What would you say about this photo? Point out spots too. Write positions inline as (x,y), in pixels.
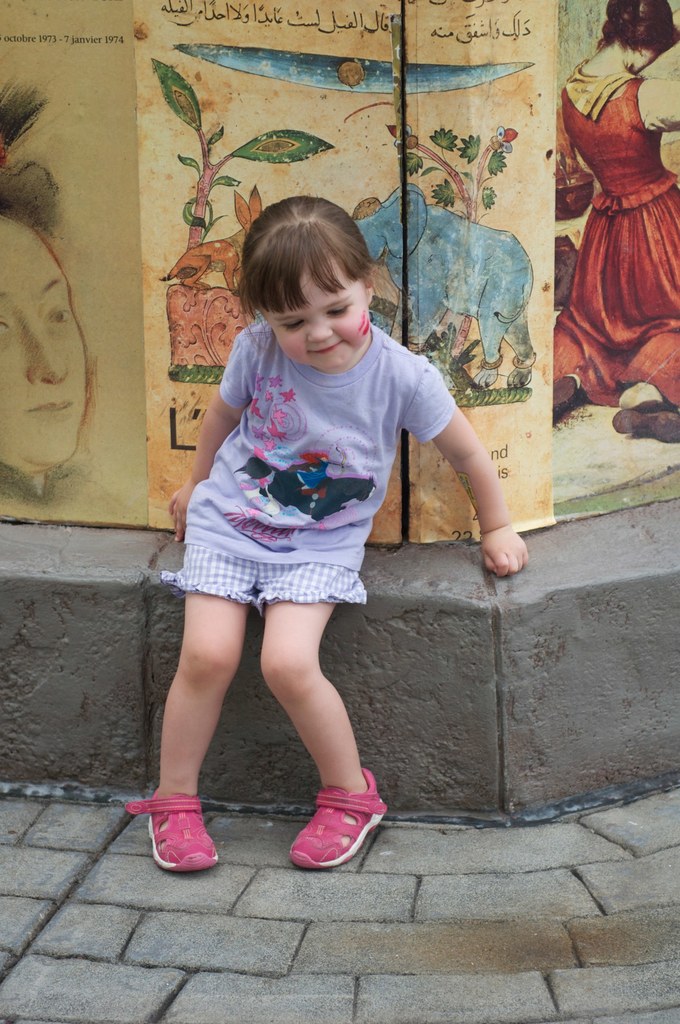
This image consists of a girl (223,494) wearing a T-shirt (268,475) and pink shoes (339,836). At the bottom (322,969), there is a pavement (357,982). In the background (59,108), there is a wall (32,750) on which there are posters (194,309).
